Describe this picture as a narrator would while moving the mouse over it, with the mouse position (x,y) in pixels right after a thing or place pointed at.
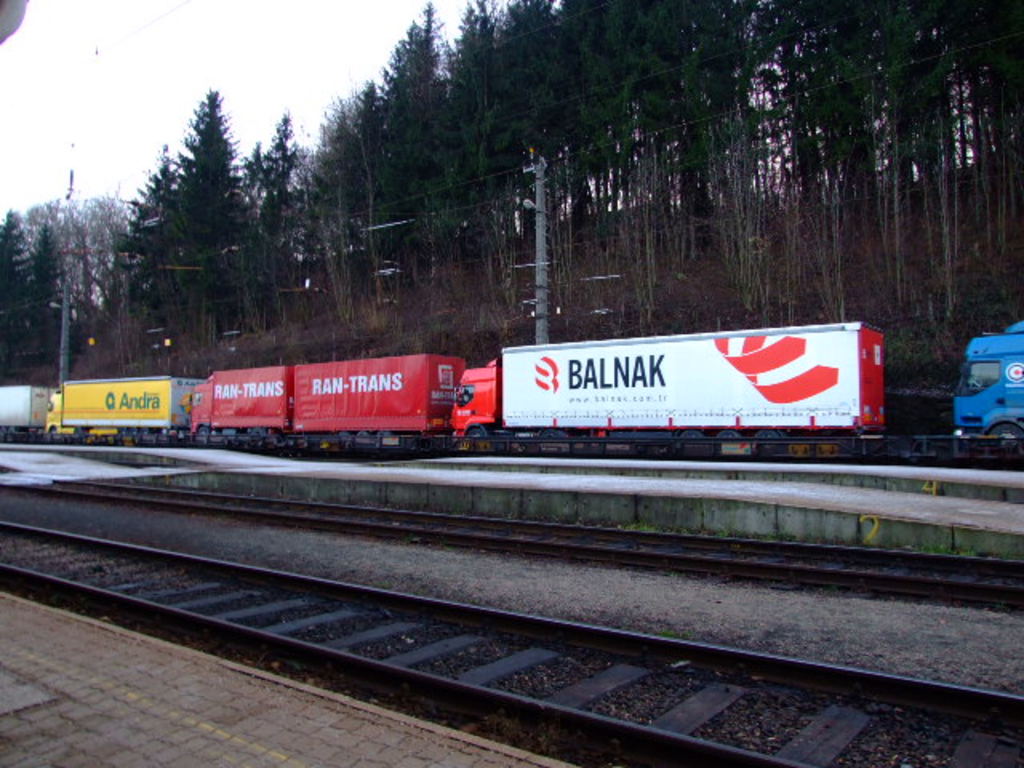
In this picture we can see there are railway tracks (279,521). Behind the railway tracks (346,516) there are vehicles (371,386), trees (90,218) and electric poles (537,229) with cables (487,181). Behind the trees (219,184) there is the sky (145,84).
